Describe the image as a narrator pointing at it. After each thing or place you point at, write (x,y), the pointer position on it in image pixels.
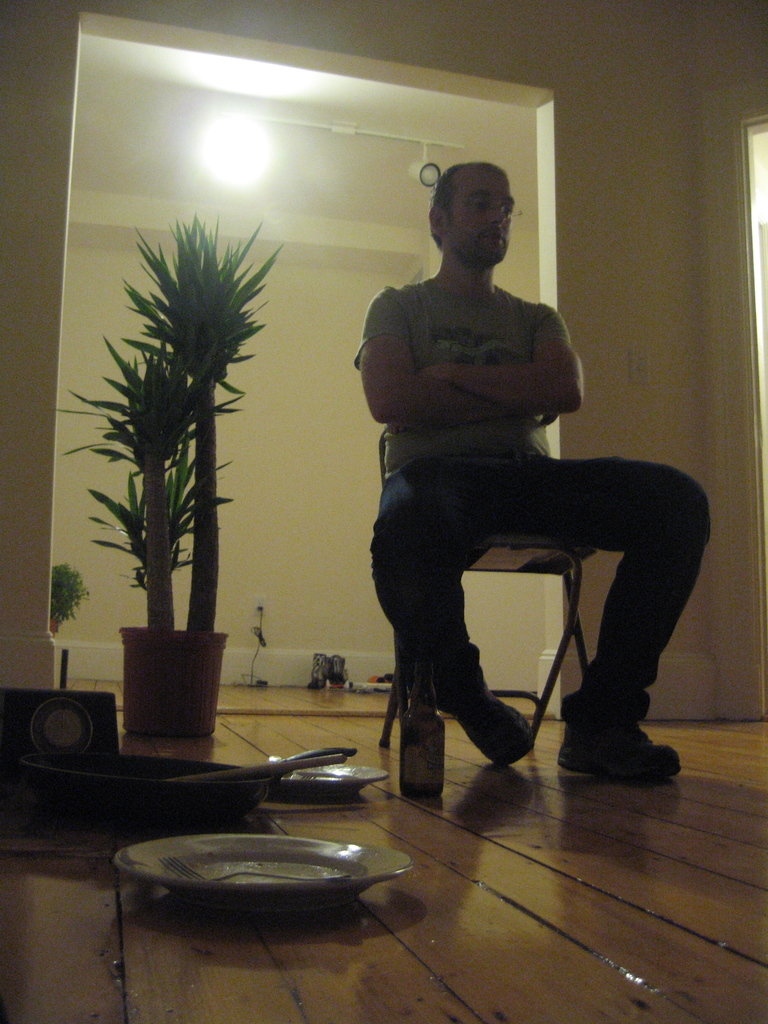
This is a picture inside the room (512,125). There is a man (431,297) sitting on a chair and there is a plant (205,389) at the back (196,699). There is a plate (146,859), fork (214,877), bowl (164,818), bottle (413,764) on the floor (387,896). At the top (242,144) there is a light (239,137).
